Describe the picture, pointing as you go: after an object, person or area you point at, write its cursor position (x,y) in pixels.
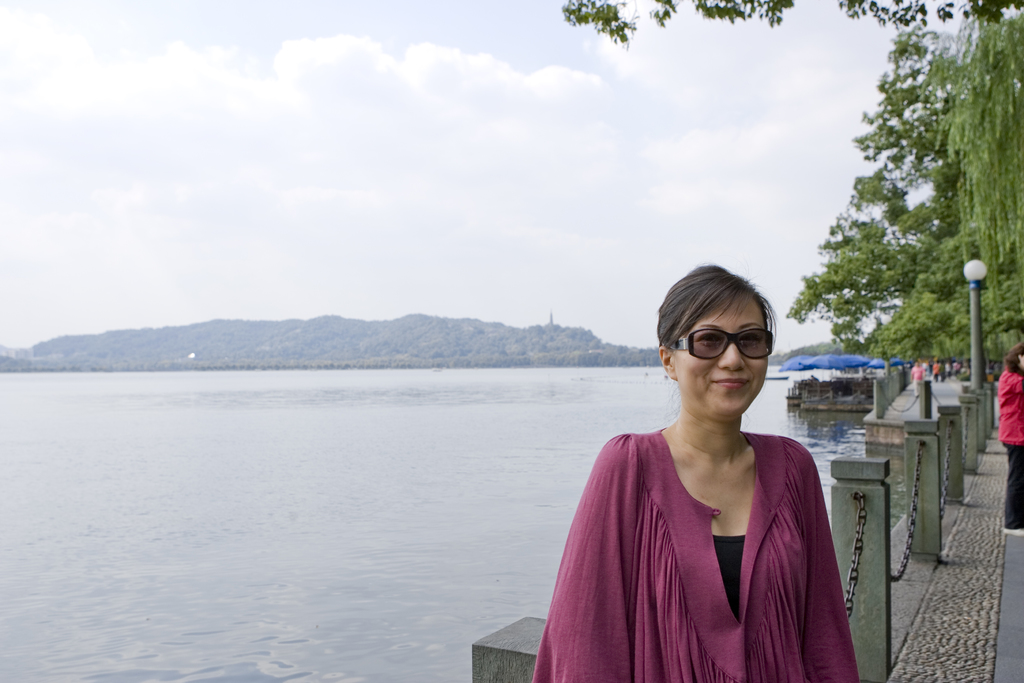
In this image I see a woman (583,631) who is smiling and I see that she is wearing pink color dress (762,436) and wearing shades (717,347) and I see the path (942,667), fencing (924,484), a light pole (970,267) and I see a person (1009,524) over here. In the background (2,426) I see the water (37,437), mountains (547,335), few more people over here and I see the sky (441,125).
